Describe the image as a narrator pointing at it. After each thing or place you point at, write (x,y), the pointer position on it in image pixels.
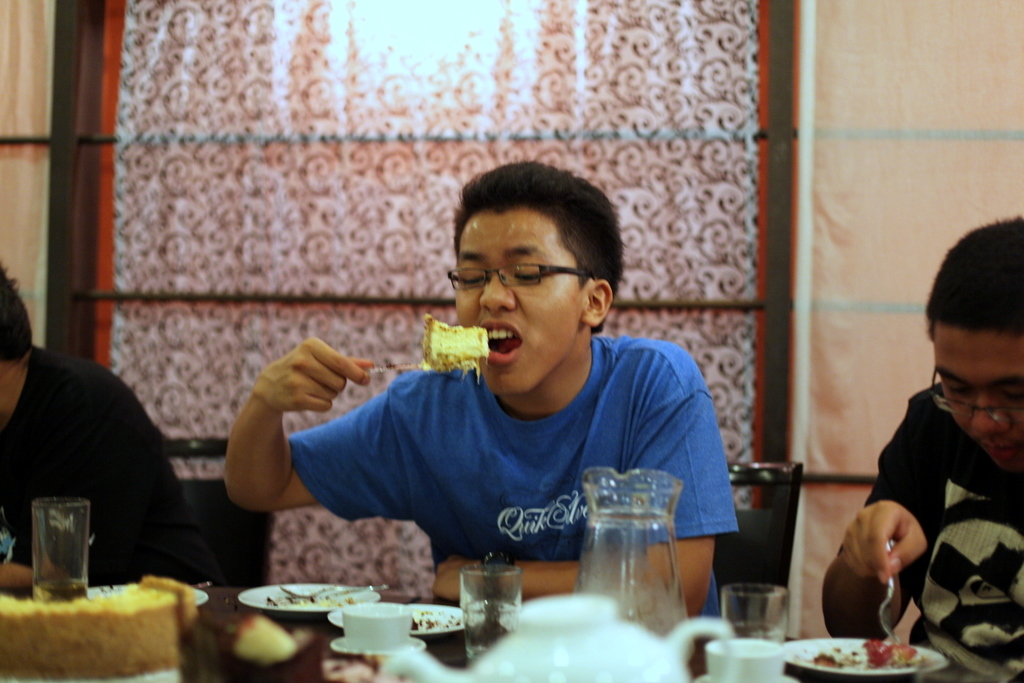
In this image there is a boy (496,429) sitting in the chair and eating the cake (453,357) with the spoon (420,368). In front of him there is a table (388,600) on which there are plates (450,622), cups (397,633), jars (609,566), glasses (473,616), kettle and a cake (254,630) on it. In the background (285,117) there is a curtain (357,109). On the right side (968,418) there is a person (945,519) who is sitting in the chair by keeping the spoon (881,604) on the plate (855,658).
